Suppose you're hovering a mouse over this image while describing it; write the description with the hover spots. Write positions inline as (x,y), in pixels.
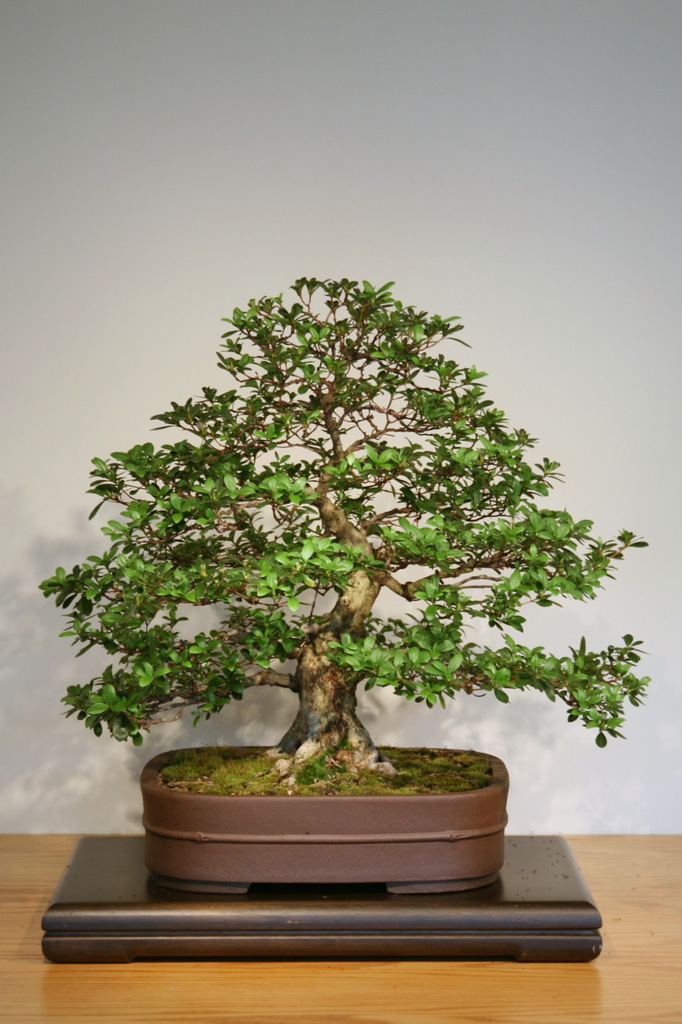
In this picture it looks like a bonsai plant (85,694) kept on a brown surface (241,968) in front of a white wall (484,306).
